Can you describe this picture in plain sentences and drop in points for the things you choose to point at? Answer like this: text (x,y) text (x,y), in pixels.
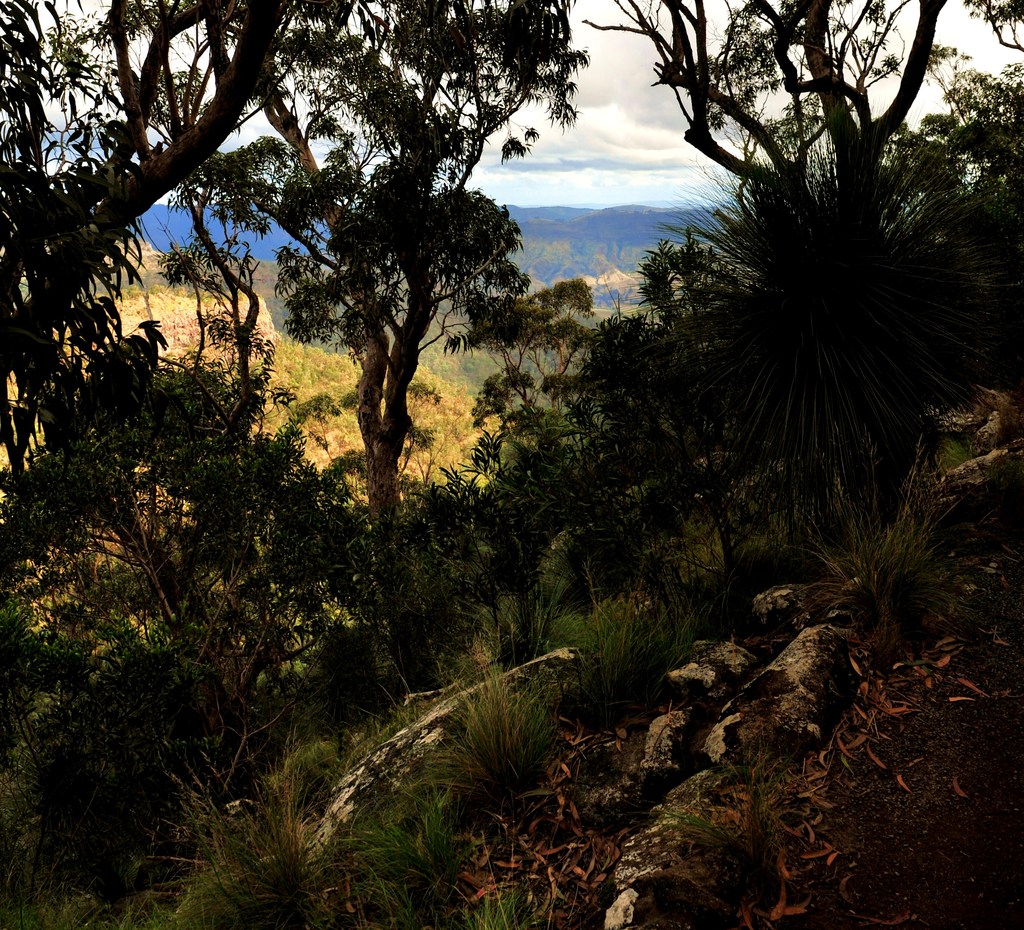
In this picture we can see some grass (653,628) and a few leaves (913,666) on the path (898,673). There are some trees (396,286) and mountains (611,231) in the background (700,224). Sky (573,148) is cloudy.
